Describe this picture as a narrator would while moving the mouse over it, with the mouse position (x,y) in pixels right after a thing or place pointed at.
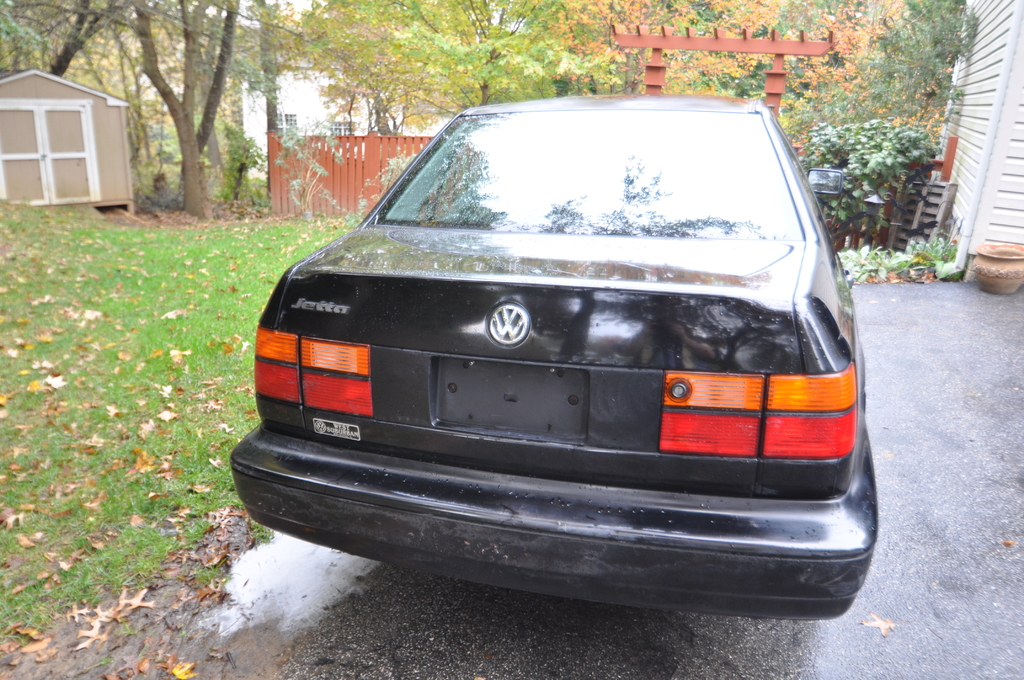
In this image we can see a car (706,366) and there are some plants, leaves (22,631) and grass (128,466) on the ground (117,612). There is a small house (32,132) on the left side of the image (13,139) and we can see a building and some trees (68,38) in the background (68,38).
